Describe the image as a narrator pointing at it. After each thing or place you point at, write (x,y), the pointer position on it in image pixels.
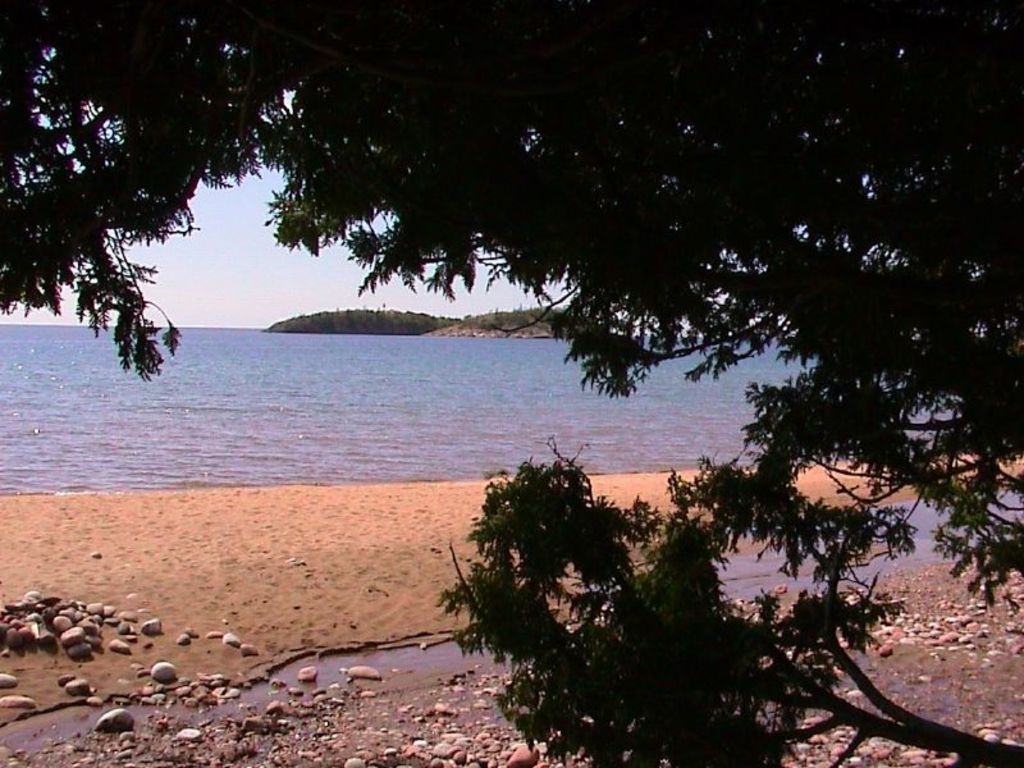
At the bottom of this image (561,519), there are branches (974,745) of a tree (582,523) having green color leaves (540,708), there are stones (405,756), water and sand surface (235,672). At the top of this image (846,66), there are branches (773,67) of the trees (873,258) having leaves (658,228). In the background (654,421), there is water (147,387), there are mountains (285,330) and there is sky (285,288).
